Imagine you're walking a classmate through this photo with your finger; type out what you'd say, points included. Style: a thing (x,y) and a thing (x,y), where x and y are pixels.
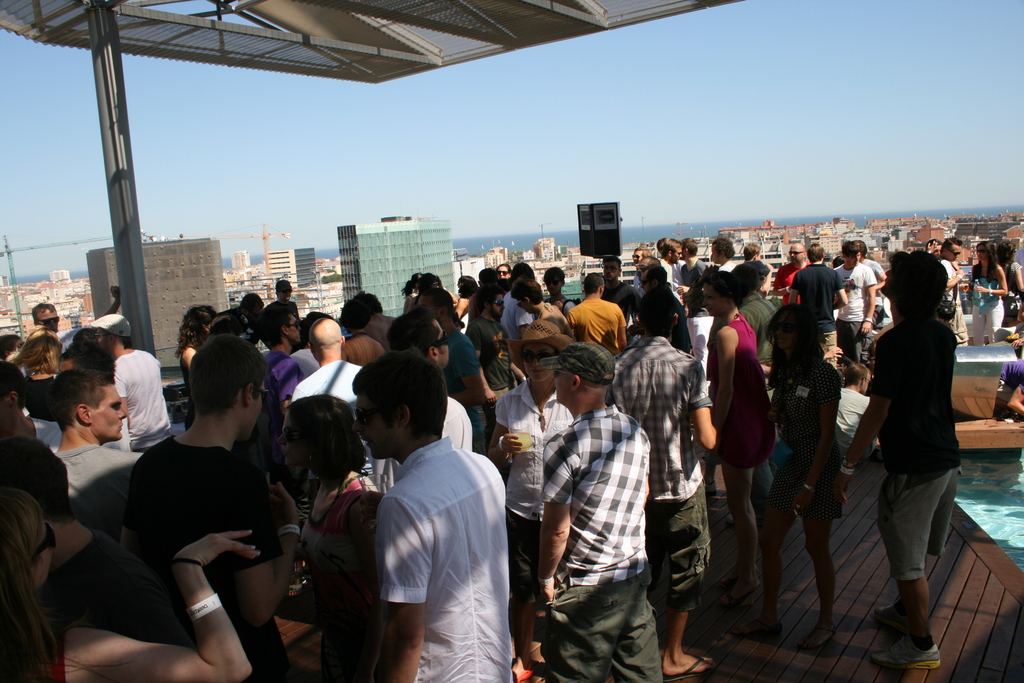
It looks like a pool party there is a lot of crowd (763,290) gathered on the rooftop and behind the crowd (865,256) there are some buildings (224,270).
